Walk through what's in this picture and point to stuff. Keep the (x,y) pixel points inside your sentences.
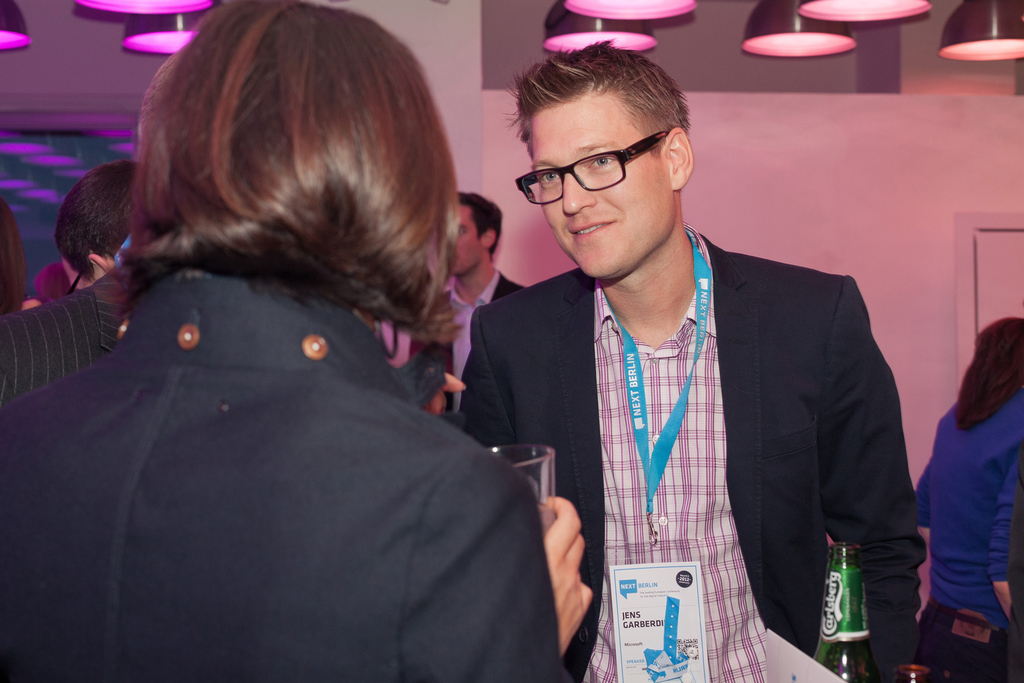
In this image we can see a person (683,338) wearing glasses (607,188) standing and smiling. We can also see a few people (344,141). On the right (845,658) we can see a green color bottle (861,622). In the background (837,173) we can see the plain wall (503,24) and at the top (610,16) we can see the ceiling lights (4,41).
